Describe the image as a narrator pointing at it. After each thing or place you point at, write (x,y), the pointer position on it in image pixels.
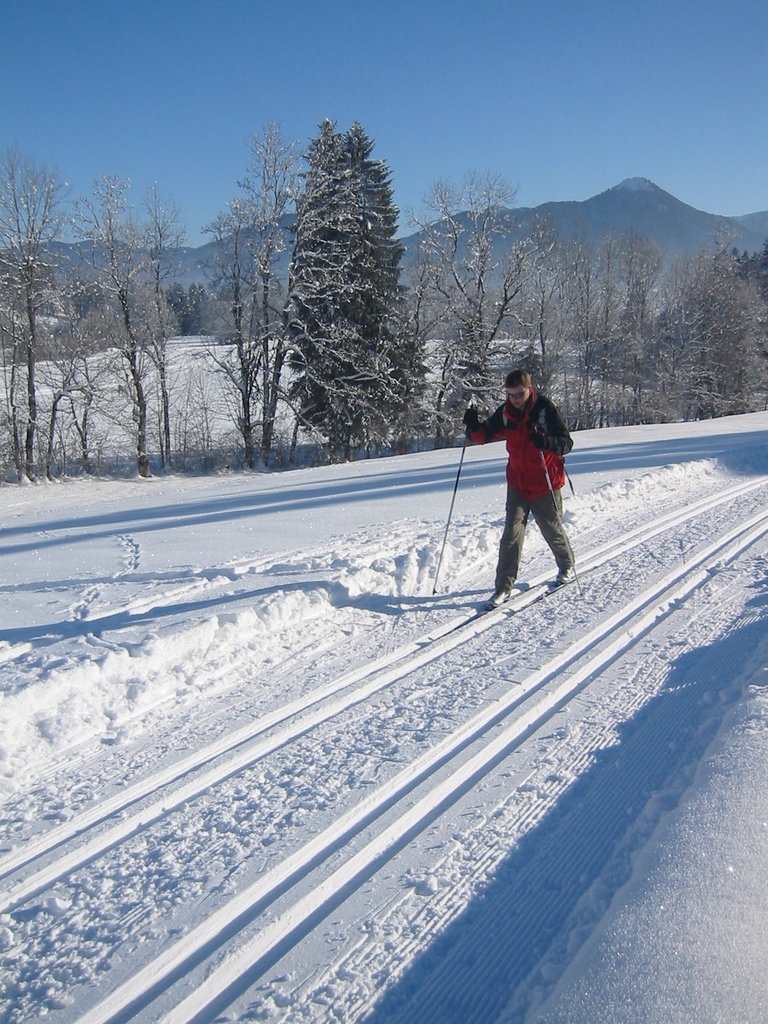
In this image I can see the person (512,551) with the sticks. The person (526,509) is wearing the red and grey color dress (510,510) and also wearing the specs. In the background (331,383) I can see many trees (252,402). The person (555,441) is on the snow (238,771). I can also see the mountains (666,205) and the blue sky (231,72) in the back (196,166).
